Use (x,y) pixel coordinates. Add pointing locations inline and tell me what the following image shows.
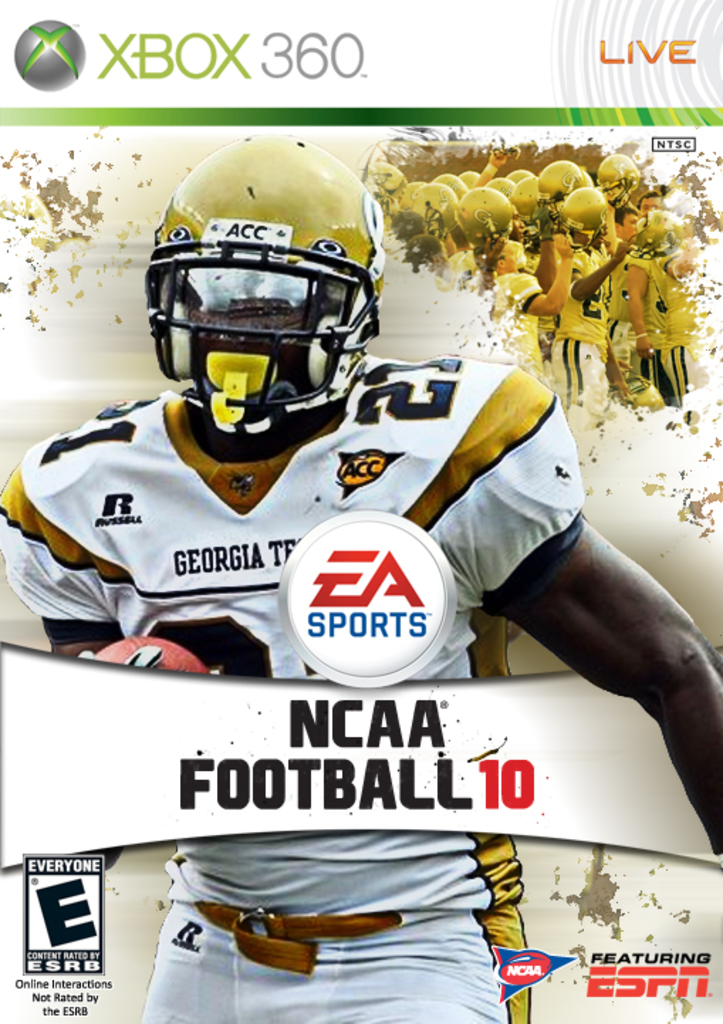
In this picture I can see a poster (409,8), there are logos (333,53), words (678,56), numbers (266,73) and images (231,237) on the poster (450,204).
